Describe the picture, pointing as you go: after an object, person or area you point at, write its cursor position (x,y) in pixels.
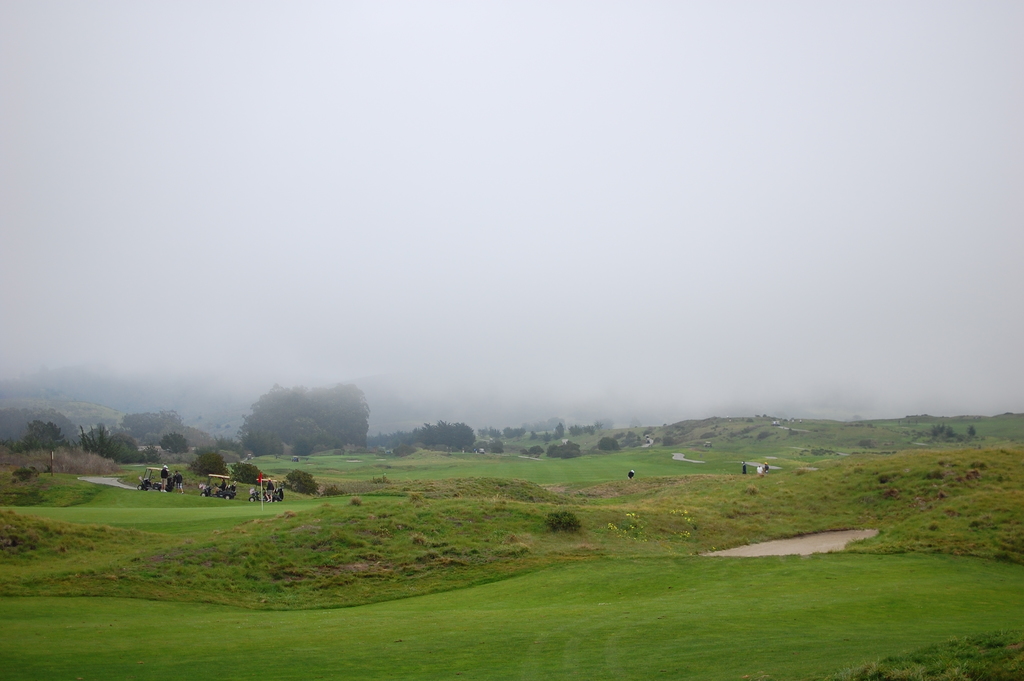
In this image we can see the grass (693,428), trees (116,452), plants (128,458). And we can see a few people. And on the left (212,492), we can see some objects (225,492). And at the top (546,180) we can see the sky (668,122).
